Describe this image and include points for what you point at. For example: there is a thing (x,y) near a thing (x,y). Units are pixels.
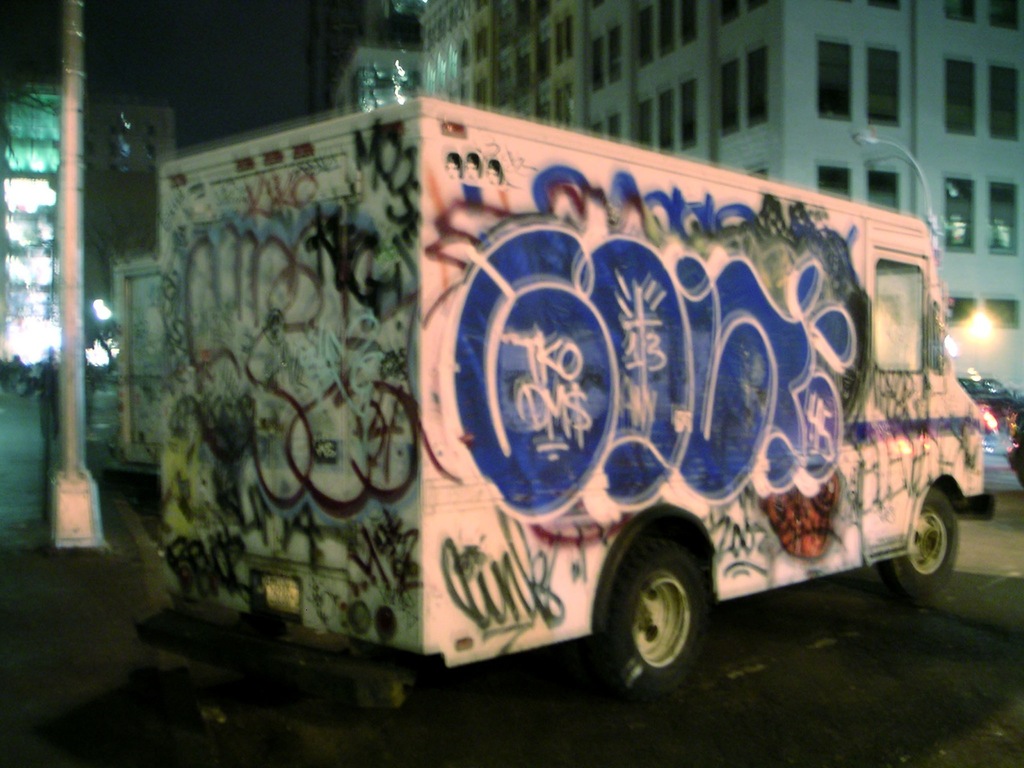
In this image, we can see a truck (515,599) on the road (588,689). Background (1010,336) we can see few buildings (53,234), poles (66,231), lights (98,360), walls (961,337), windows (963,116), vehicles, tree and sky (262,90).
